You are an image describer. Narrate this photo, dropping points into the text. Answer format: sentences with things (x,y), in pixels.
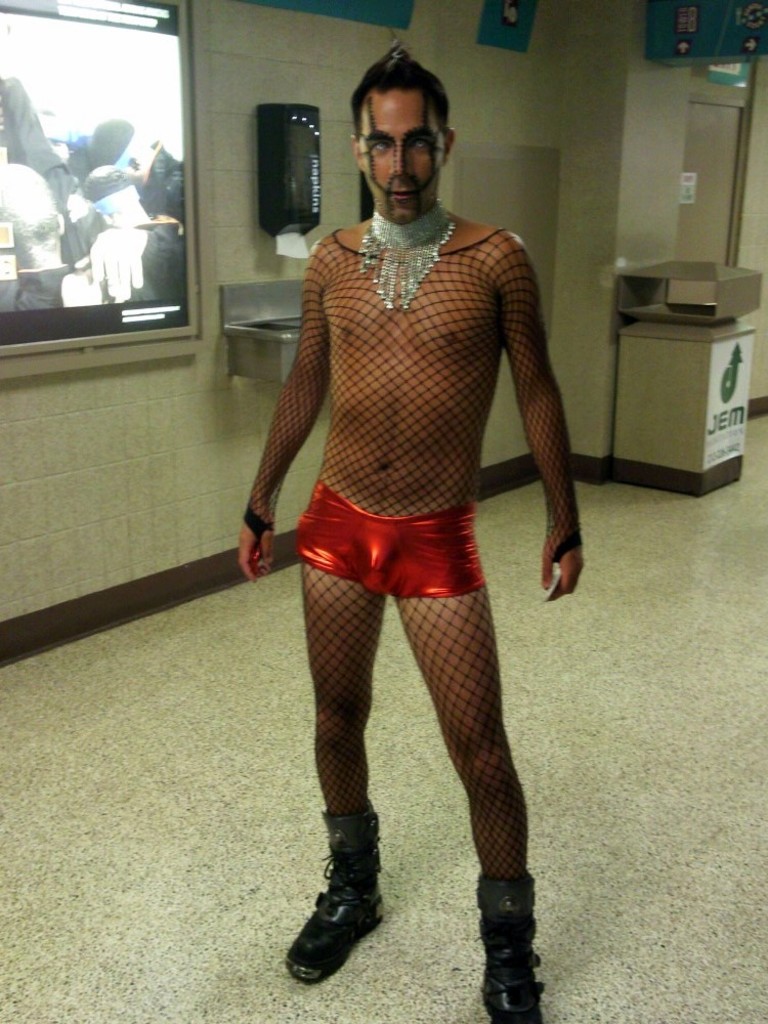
In this picture we can see a man (399,196) wearing a black netted costume (354,298) & jewellery (443,227) and standing on the floor (52,749).
